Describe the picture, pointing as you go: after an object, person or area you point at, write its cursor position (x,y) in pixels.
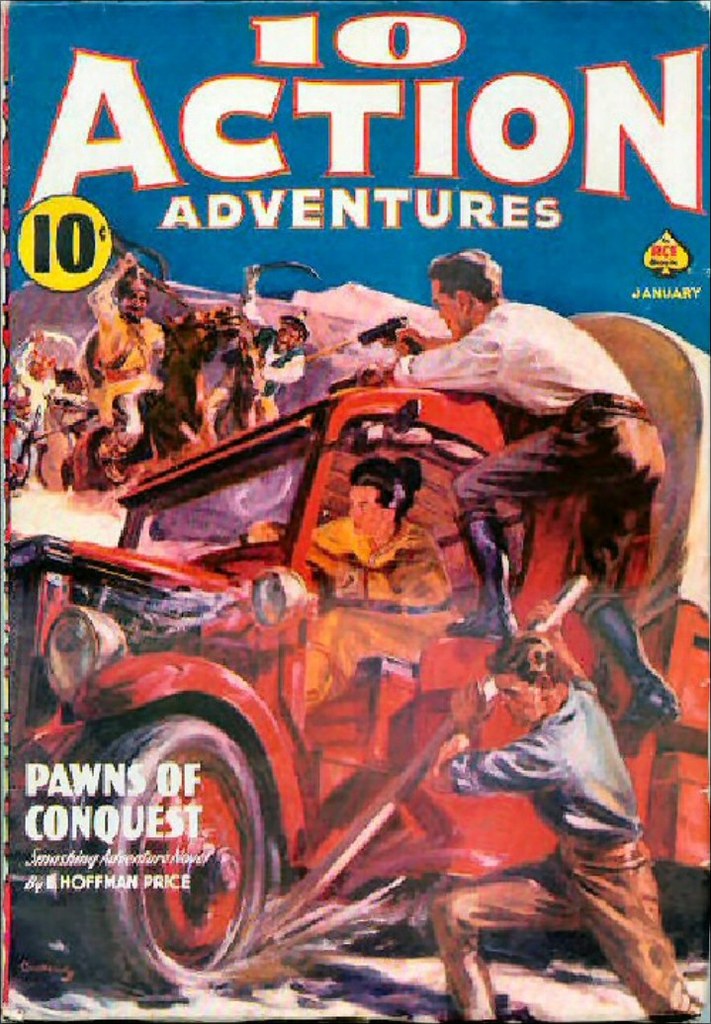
This image is a cover page of a magazine as we can see there is a cartoon drawing (296,662) in middle of this image (316,624). There is a car (289,687) in middle of this image (257,669) and some persons (423,376) are holding some guns (388,334) at top of this image (479,336), and there is some text (360,174) written at top of this image (187,125).
